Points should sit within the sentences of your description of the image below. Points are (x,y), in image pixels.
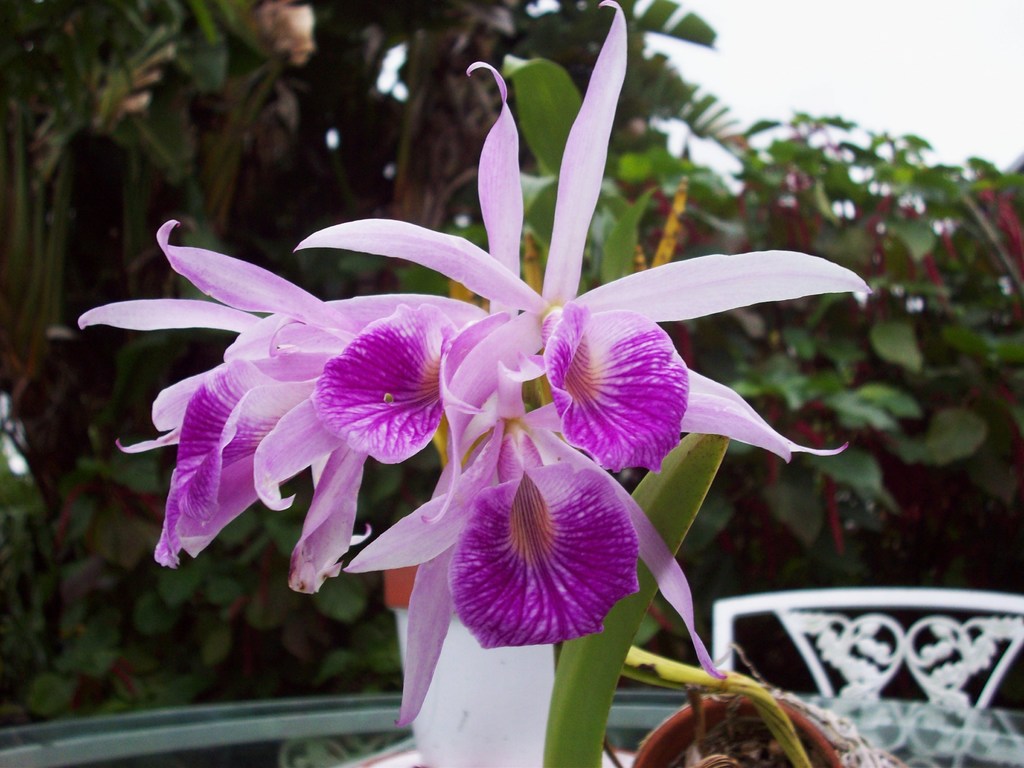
In this image there are flowers (522,553) which are in pink color and we can see leaves (589,712). In the background (870,601) there is a table (304,718), chair (852,688), trees (153,202) and sky (756,107).
